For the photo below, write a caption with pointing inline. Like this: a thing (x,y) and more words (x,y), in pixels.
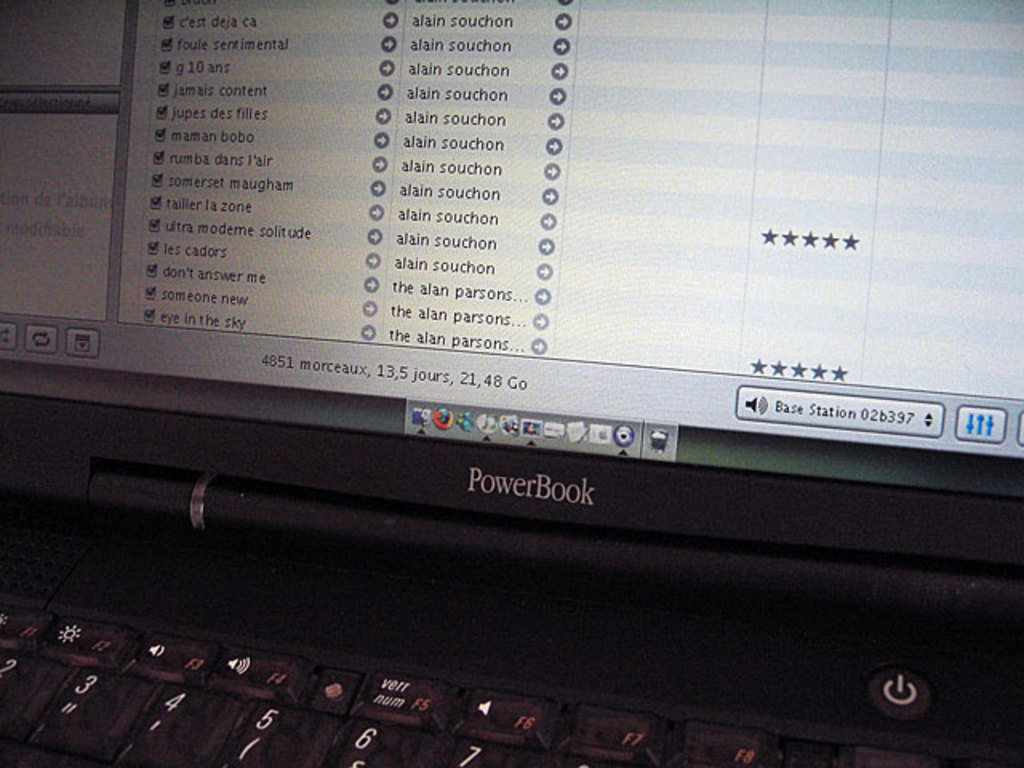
In the image in the center (576,411) there is a laptop (771,462). And we can see a few apps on the screen (663,247).
